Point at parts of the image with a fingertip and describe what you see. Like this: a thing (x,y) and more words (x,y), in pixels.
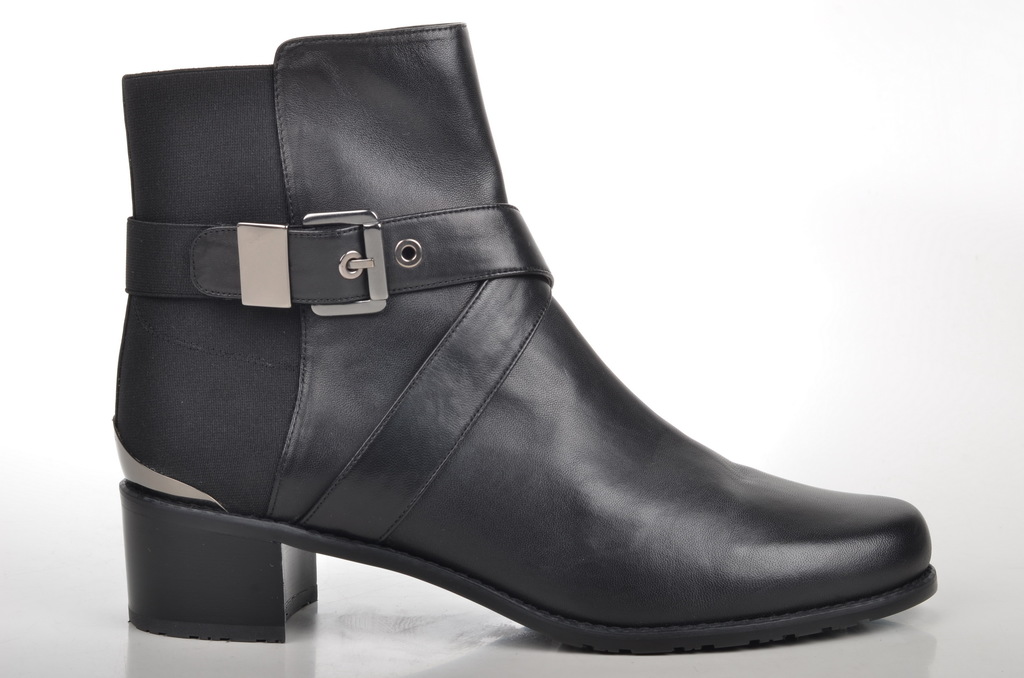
In this picture we can see a boot (448,485) on the platform (57,510).
